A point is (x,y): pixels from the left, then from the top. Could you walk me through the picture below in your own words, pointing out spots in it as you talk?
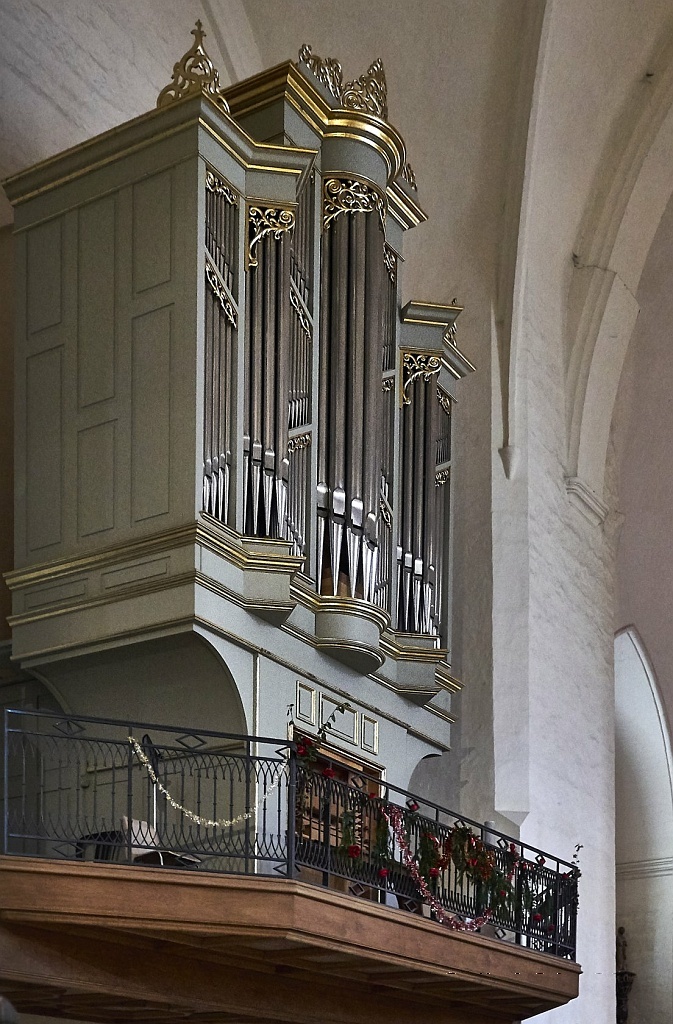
In this image I can see the architecture (299,582). In the background (473,336), I can see the wall (560,692).
